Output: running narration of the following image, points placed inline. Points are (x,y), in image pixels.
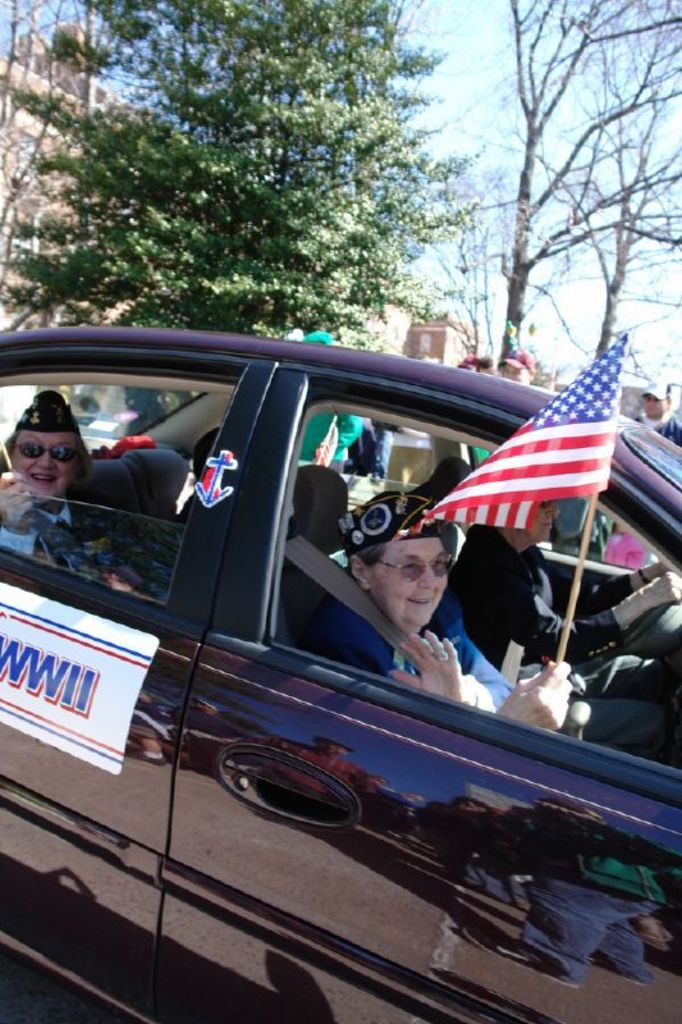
There is a car (451,523), inside the car (282,559) there are three people (476,618) travelling, a woman (442,629) wearing blue dress (468,667) is holding a flag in her hand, in the background (347,220) there are some trees (355,187) sky (456,108) and a building (12,157).
